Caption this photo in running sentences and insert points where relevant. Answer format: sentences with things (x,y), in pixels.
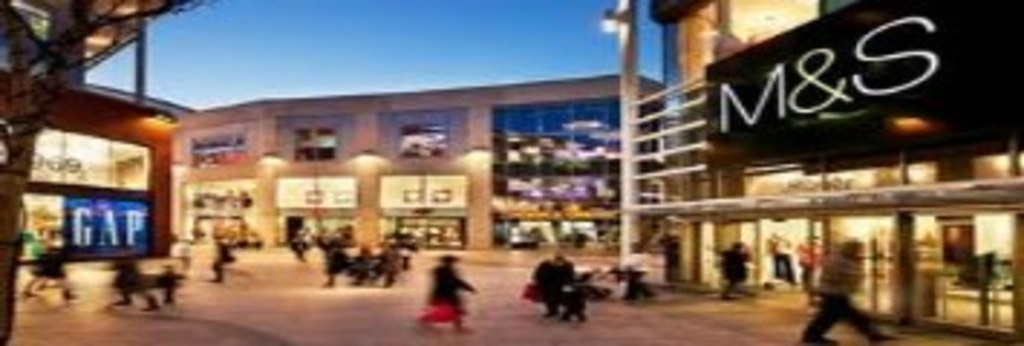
In this image there are buildings (827,191). On the right side (815,126), we can see a board (845,112) with text M&S (916,55). There are people (58,265) walking. On the left side (13,76) there is a tree (32,128). There is a sky (355,28).
